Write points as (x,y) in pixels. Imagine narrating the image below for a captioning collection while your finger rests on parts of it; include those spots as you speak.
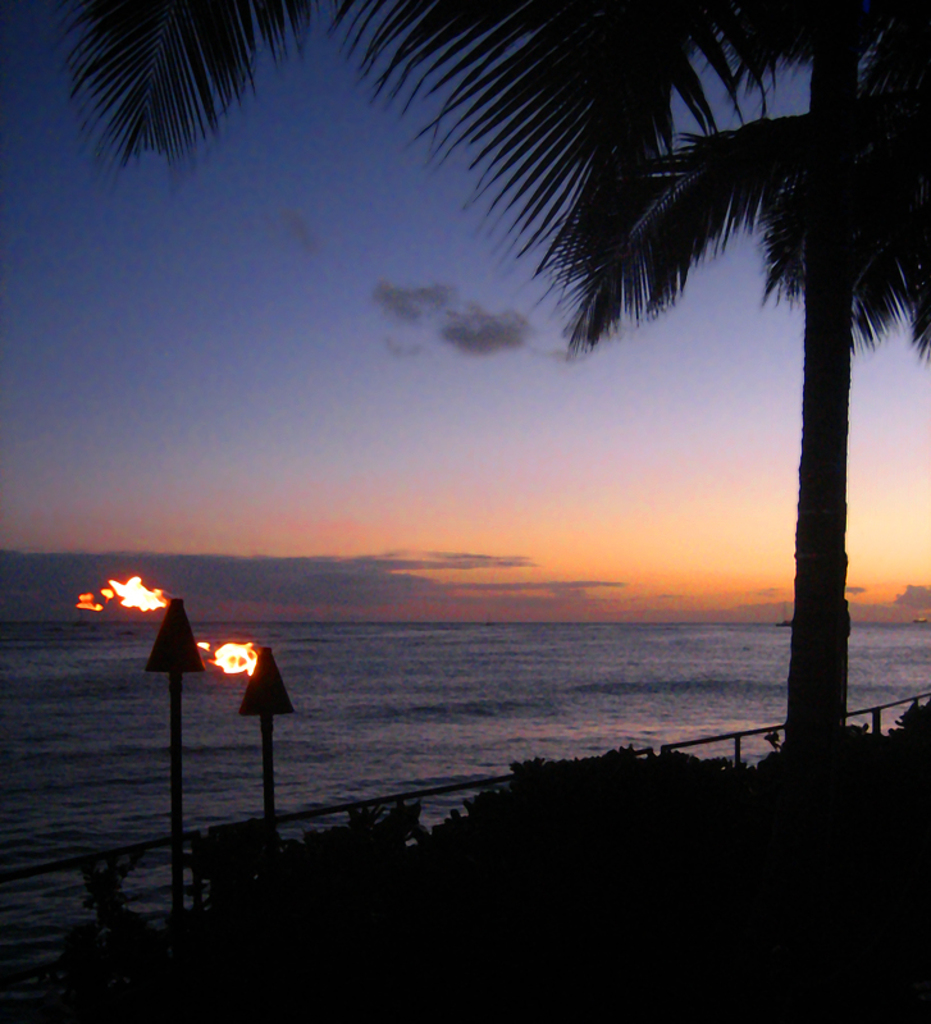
On the right side of the image (818,559) there are trees (848,235). At the bottom (194,857) there are torches (173,858) and fence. In the background (406,691) we can see a sea (374,697) and sky (390,459).
